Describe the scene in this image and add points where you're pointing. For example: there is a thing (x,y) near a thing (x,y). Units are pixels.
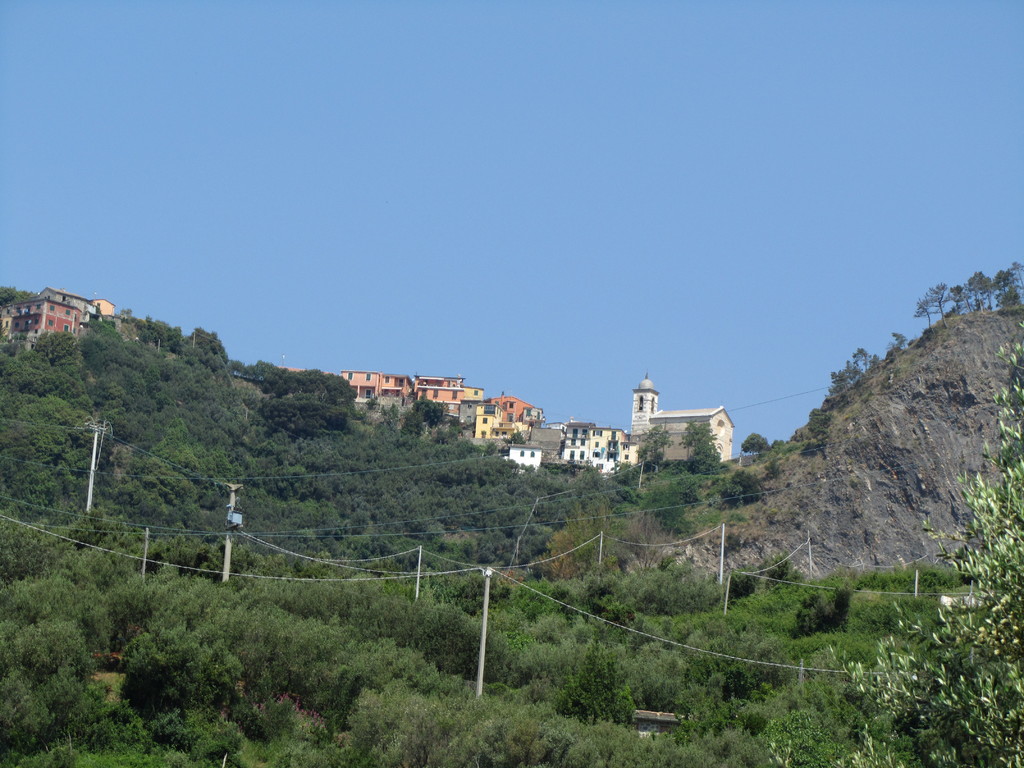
In this image I can see few trees (459,744), poles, wires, mountain (994,416) and few buildings (598,451). The sky (815,239) is in blue color.
